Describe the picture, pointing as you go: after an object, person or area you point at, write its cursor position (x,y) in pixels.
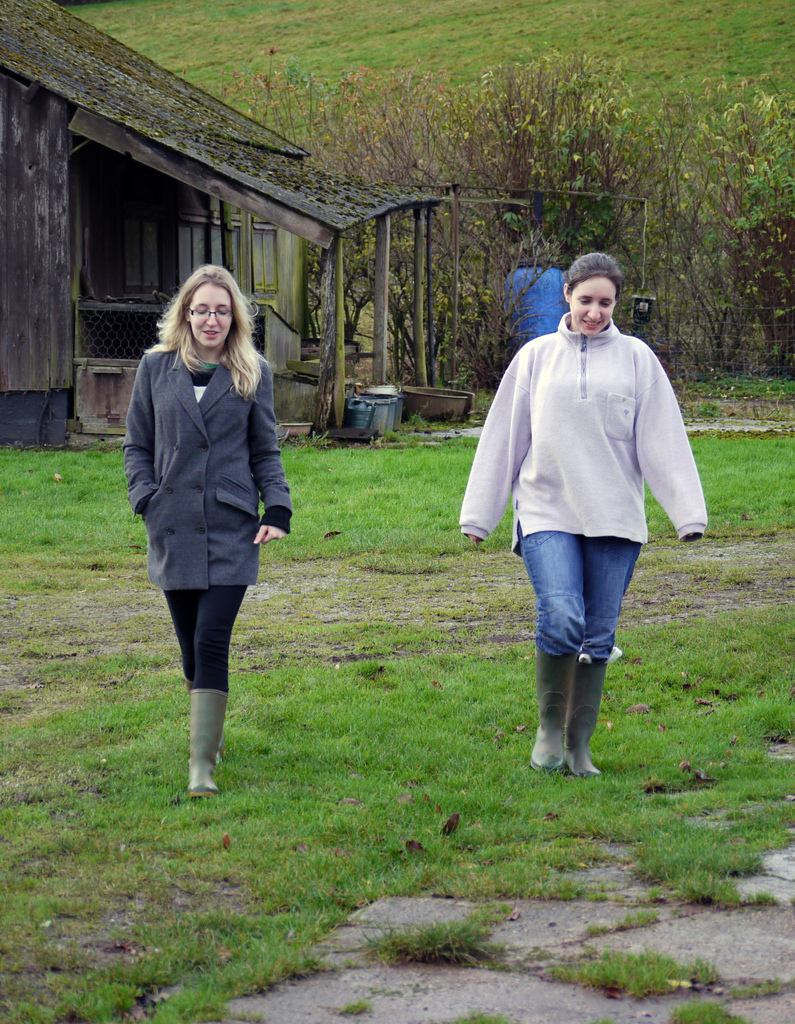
In this image we can see a house (122,132). There are two people (500,421) walking in the image. There is a grassy land (499,46) and many plants (611,155) in the image.
